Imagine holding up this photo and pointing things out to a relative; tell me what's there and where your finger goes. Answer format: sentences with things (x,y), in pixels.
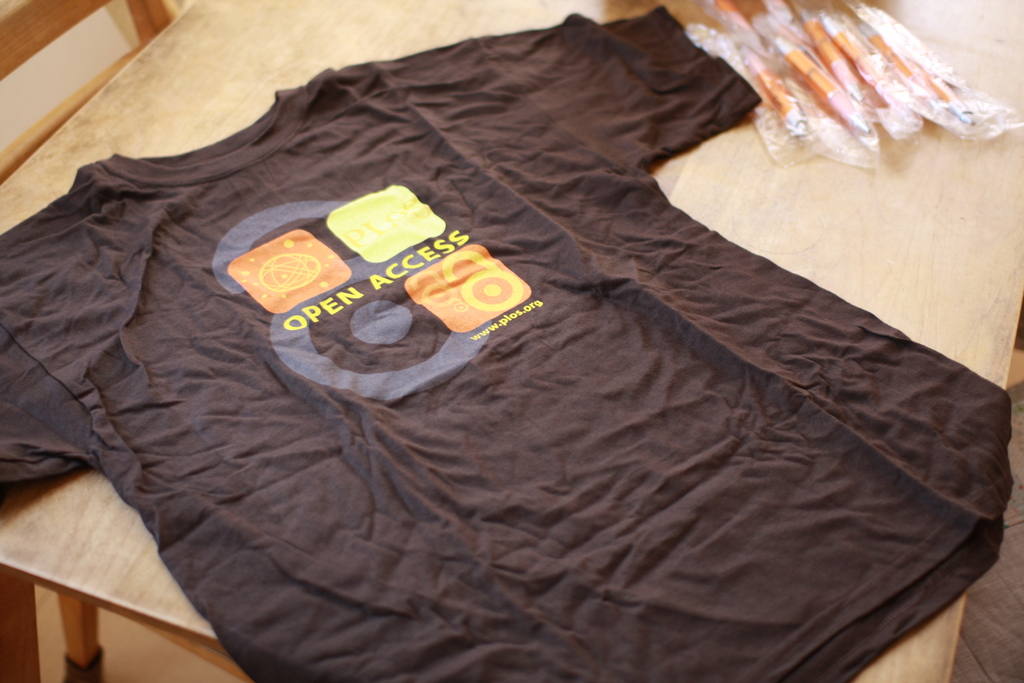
In this picture a t shirt (272,148) is placed on top of a table (820,227) which is written as open access and to the right side of the image (777,74) there are pens (795,116) packed in a covers (954,93).
